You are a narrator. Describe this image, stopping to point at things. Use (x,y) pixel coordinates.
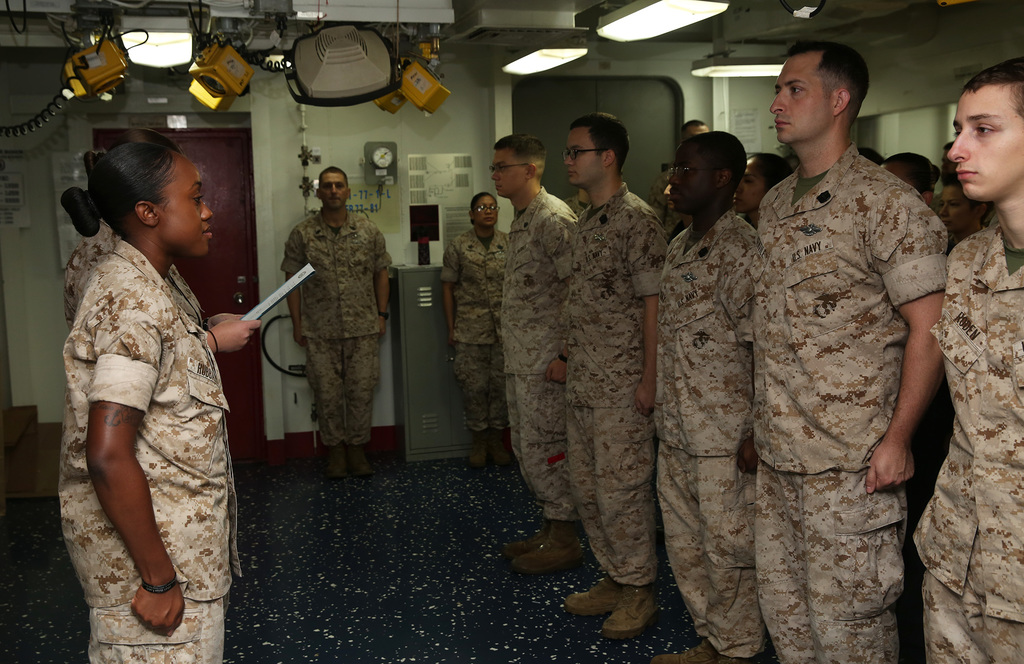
In this image we can see few people (158,284) standing. Some are wearing specs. On the ceiling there are lights (139,54) and some other equipment (282,50). In the back (309,127) there is a wall (270,178). On the wall (401,162) there are few things (422,181). Also there is a door (191,139). And there is a cabinet (391,296).
